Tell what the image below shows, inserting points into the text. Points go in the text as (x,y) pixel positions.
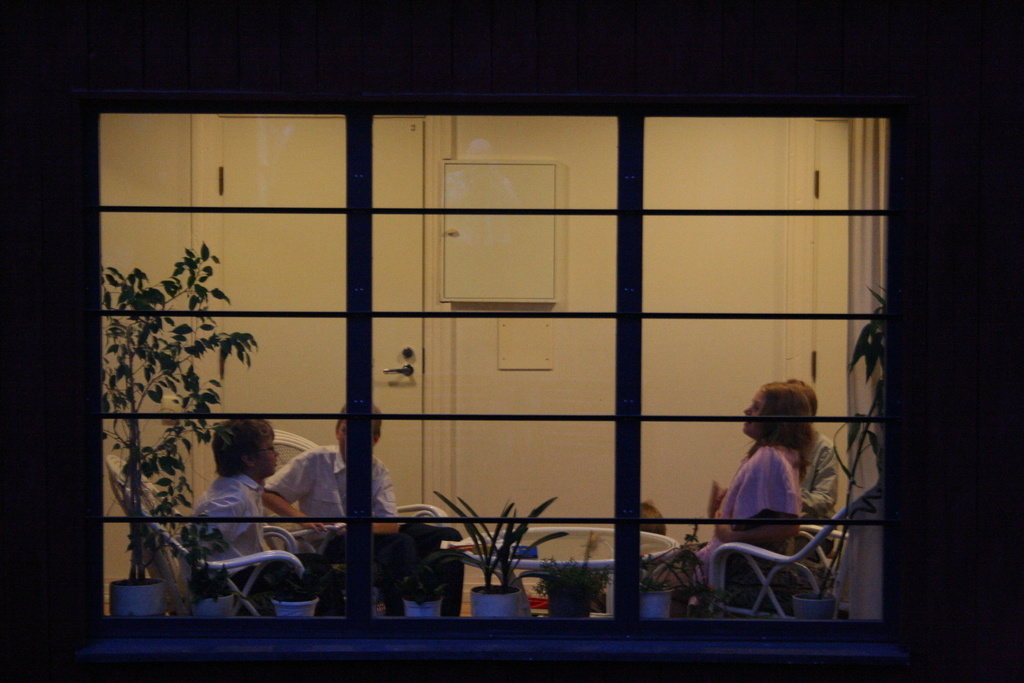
This picture seems to be clicked outside. In the foreground (138,629) we can see the window (548,519) and through the window (370,190) we can see the houseplants (558,567), table (557,543) and group of persons (383,473) sitting on the chairs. In the background (325,157) we can see the wall (592,157) and a door (328,250) and some other items (472,264).
